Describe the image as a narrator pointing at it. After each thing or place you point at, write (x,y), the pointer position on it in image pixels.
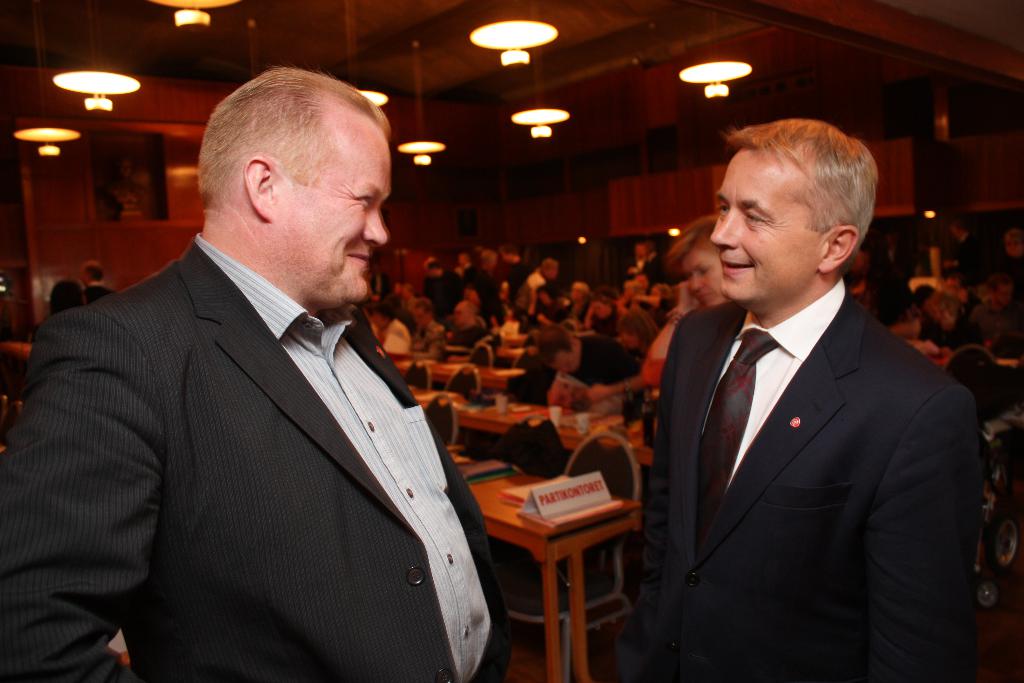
This is a picture taken in a room (467,468), there are two persons (811,479) standing on the floor (535,668) and smiling each other. Behind the people (467,514) there are group of people (554,344), chairs (473,384) and tables (500,502) and on the tables (500,502) there are name boards (543,496), cups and some item (516,502) and there are ceiling lights (49,138) on the top (125,81).
